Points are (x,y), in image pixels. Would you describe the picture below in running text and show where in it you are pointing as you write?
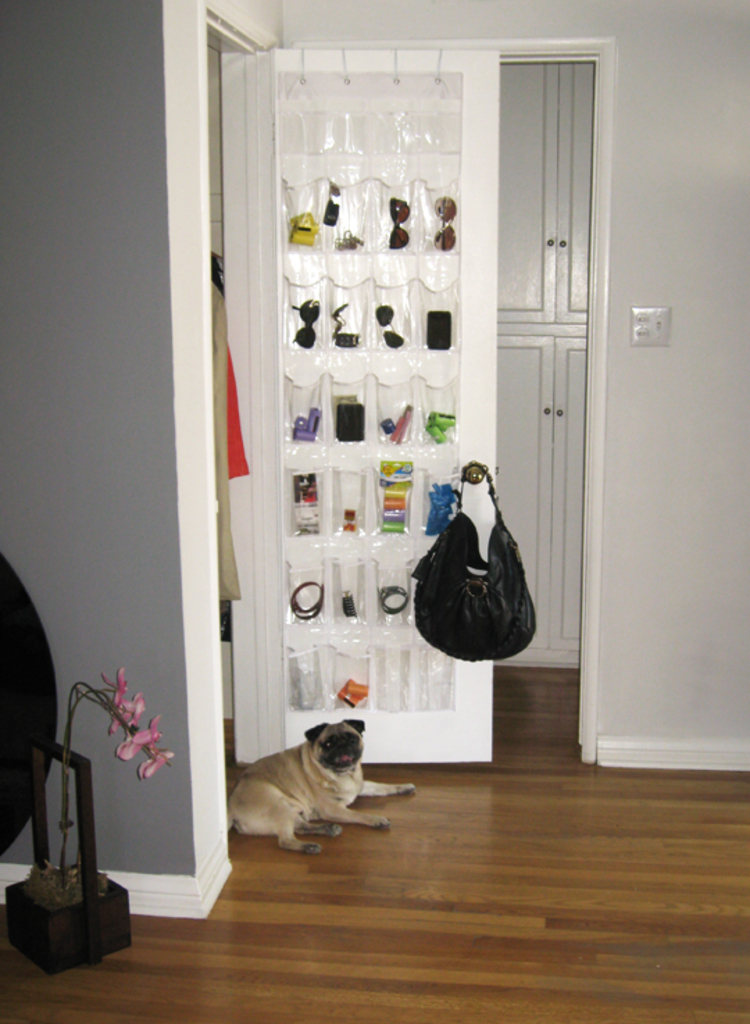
Its inside a home (726,421), there is a door (433,742) with covers (402,540), it had many glasses (315,315) and cosmetics (385,430) in it and a bag (468,543) hanging to it. And in front of door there is a puppy (316,792) laying, over left side of image (65,778) there is flower (67,745) which was bent.
